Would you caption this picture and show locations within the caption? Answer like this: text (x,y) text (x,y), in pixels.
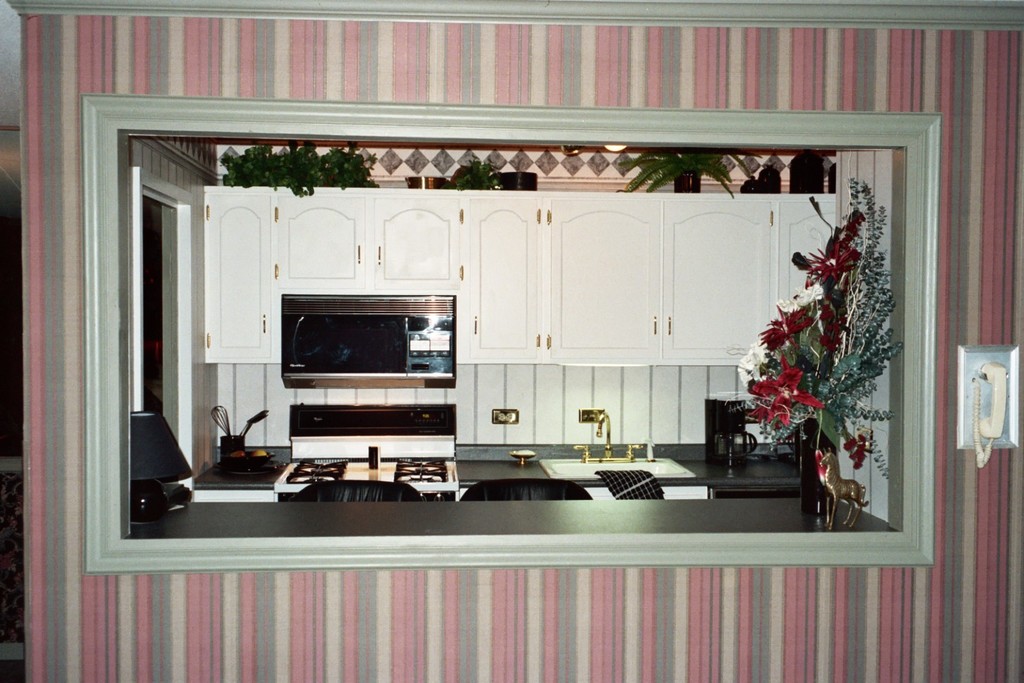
In this image on the right side (1004,365) there is one telephone (983,431) and in the center (345,454) there is one cupboard (254,298), oven (355,343), stove (347,450), washbasin (574,472), taps (610,449), tile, bowls (246,465), pots (223,452), jugs (734,434), bouquet (791,429), lamp (134,434), plants (306,175), toy (832,474) and some objects (793,445). And in the foreground (74,78) there is wall (29,249) and on the left side of the image (15,579) there are some objects (7,565).
